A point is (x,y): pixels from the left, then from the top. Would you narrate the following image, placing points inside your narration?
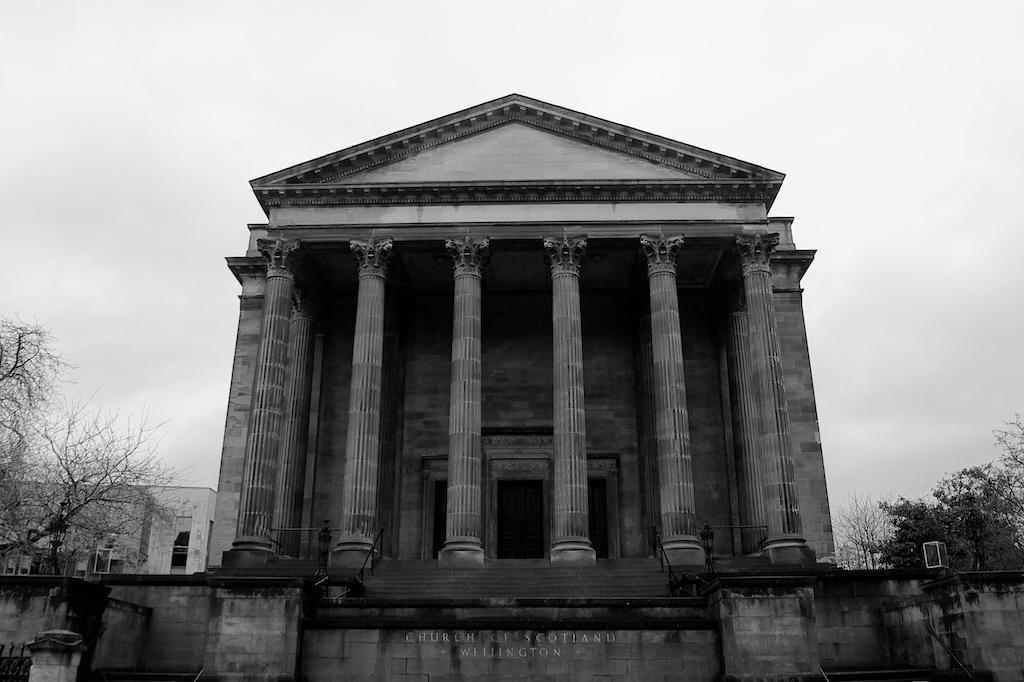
This is a black and white image. In this image there is a building (469,315) with pillars (566,383). Also there is a wall (394,607). On the wall (470,656) something is written. On the sides there are trees (1020,503). On the left side (172,515) there is a building (136,529). In the background (252,143) there is sky (899,196).
